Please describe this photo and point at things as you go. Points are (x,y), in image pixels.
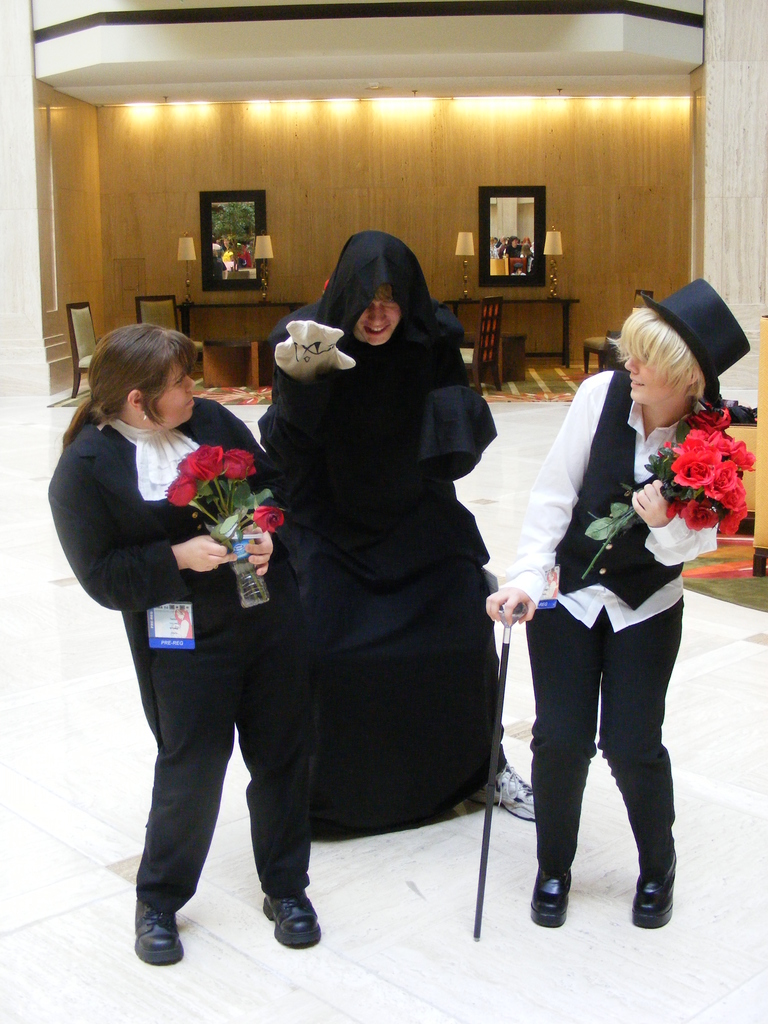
In this picture we can see people (391,819) on the ground (420,938), one woman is holding a flower vase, another woman (549,846) is holding a stick (489,838), flower bouquet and in the background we can see photo frames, lamps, chairs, lights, wall (752,288) and some objects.
